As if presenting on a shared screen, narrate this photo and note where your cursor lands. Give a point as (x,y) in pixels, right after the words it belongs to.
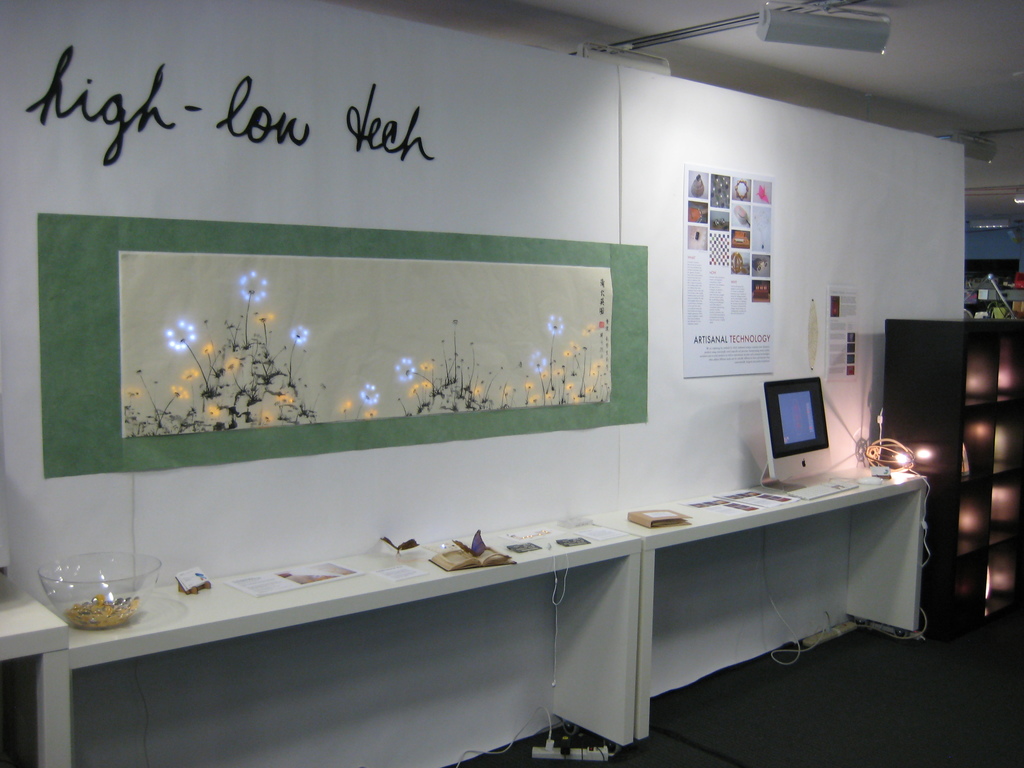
In this image, we can see books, papers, a monitor (797,456) and there is a bowl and some lights (901,459) and cables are on the table (912,528). In the background (929,374), there is a rack (975,324) and we can see some posters (144,286) and a text (280,137) on the wall (634,166). At the top (919,86), there is a roof (898,61) and we can see a light (790,34).
